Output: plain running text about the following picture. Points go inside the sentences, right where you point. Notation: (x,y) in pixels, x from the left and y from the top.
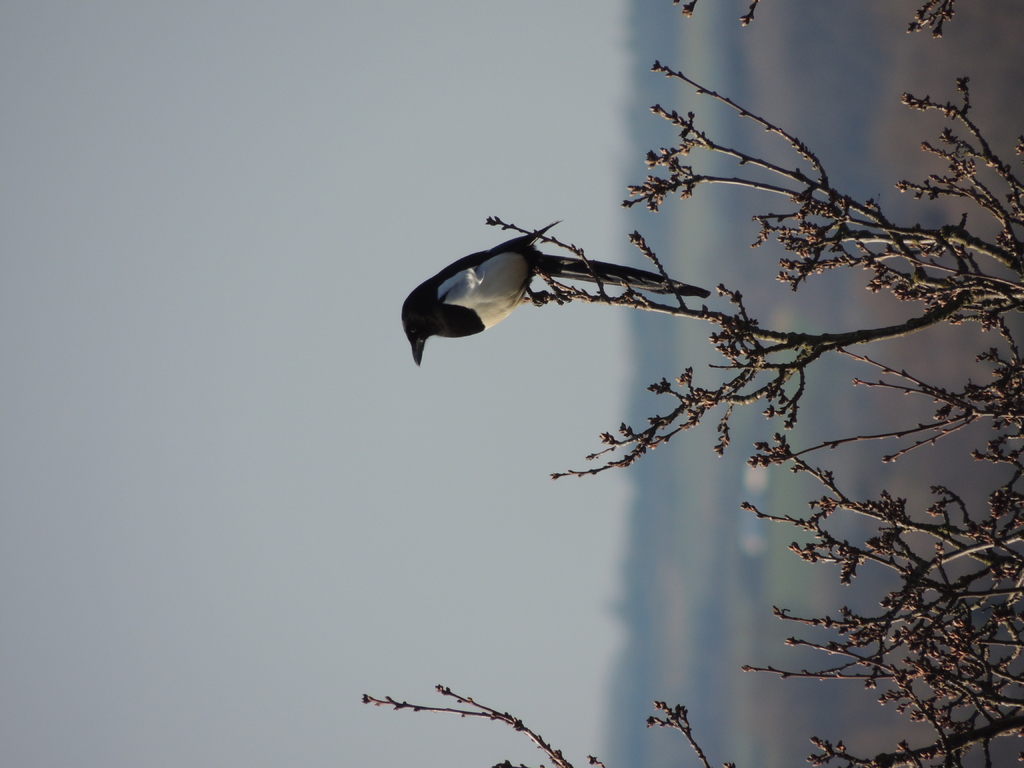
In this image I can see there is a bird (461,314) sitting on the stem (805,354) of a plant (815,182) and it looks like there are trees (655,555) in the backdrop (694,460) and the sky (336,501) is clear.
